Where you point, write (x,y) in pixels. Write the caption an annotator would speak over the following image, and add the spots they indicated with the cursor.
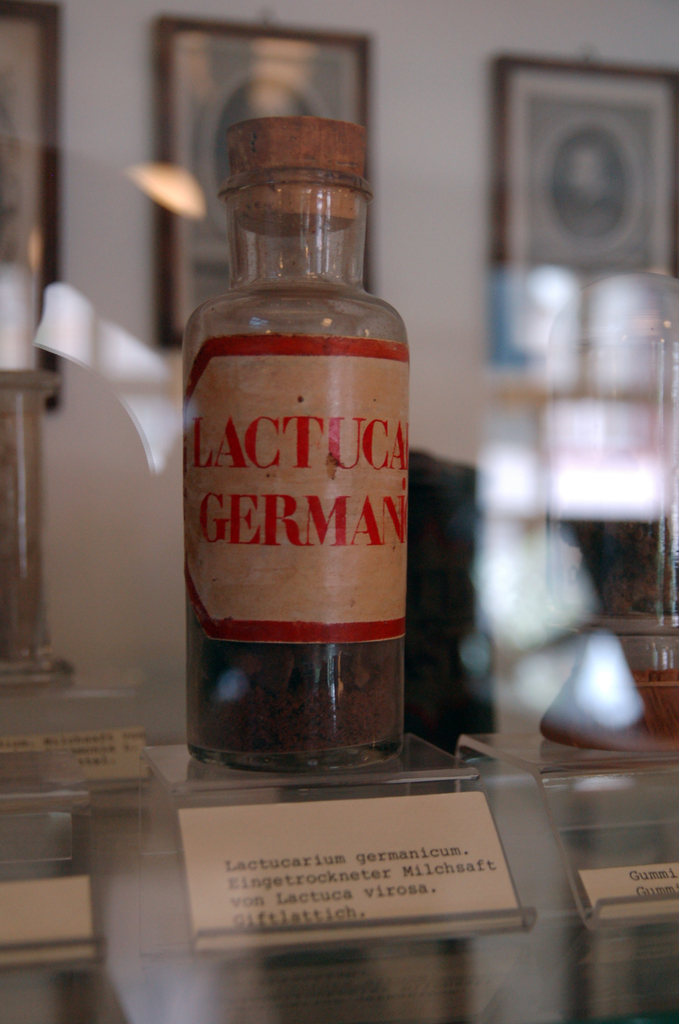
In the picture in the center (334,539) we can see the bottle (284,332), it was named as "German". And coming to the background (290,63) there is a wall (102,163) with photo frames (201,90).
